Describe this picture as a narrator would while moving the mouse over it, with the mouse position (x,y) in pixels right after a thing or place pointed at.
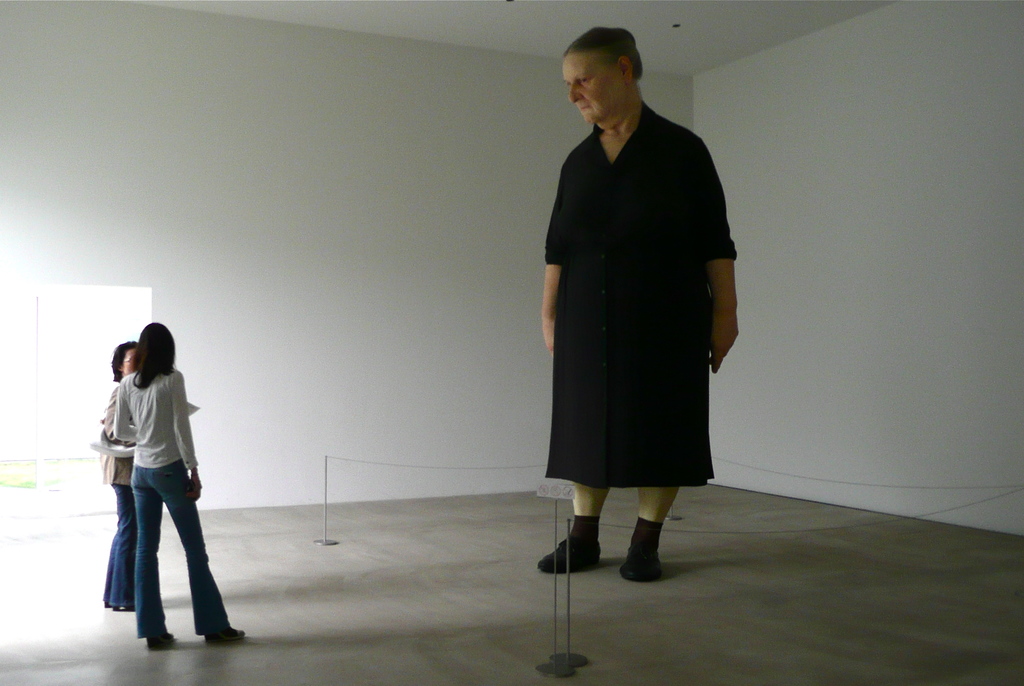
In this picture I can see statue (735,308) of a human (623,205) in the room (407,157) and I can see couple of woman (164,378) standing and a wall (935,407) in the background (368,118).
